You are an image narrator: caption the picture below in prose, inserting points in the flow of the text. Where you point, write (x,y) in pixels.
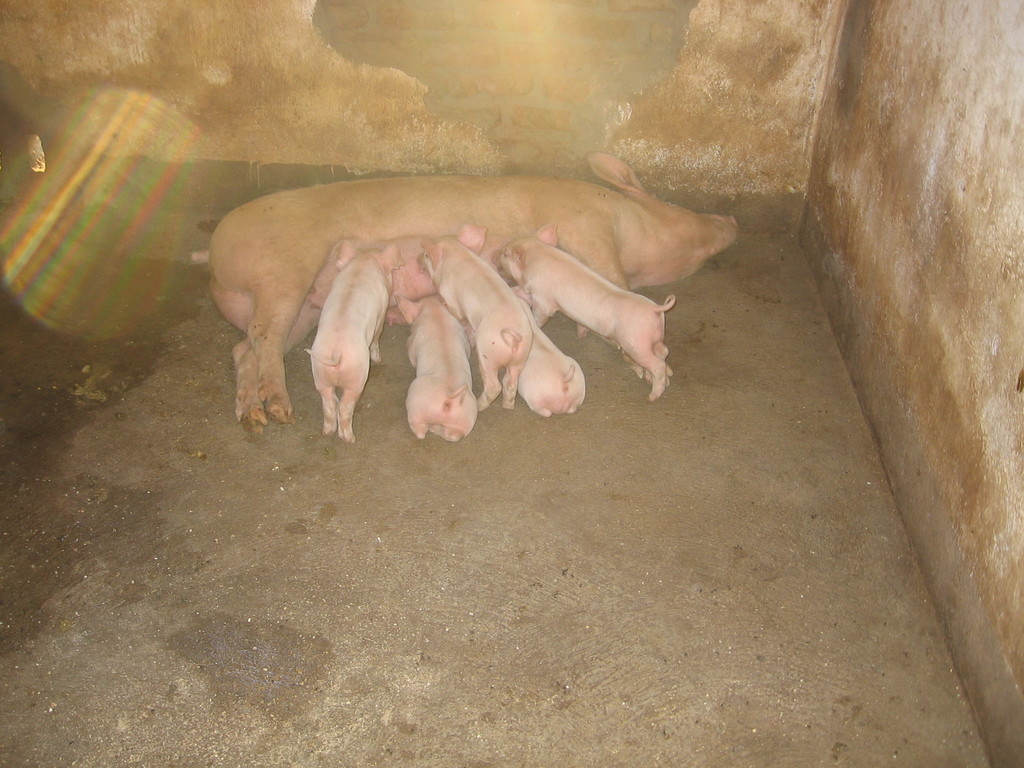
At the bottom (378,629), we see the pavement (501,673). On the right side (938,270), we see a wall (877,377). In the middle (404,265), we see a pig (665,214) and five piglets (452,362). In the background (391,125), we see a wall (397,54).
